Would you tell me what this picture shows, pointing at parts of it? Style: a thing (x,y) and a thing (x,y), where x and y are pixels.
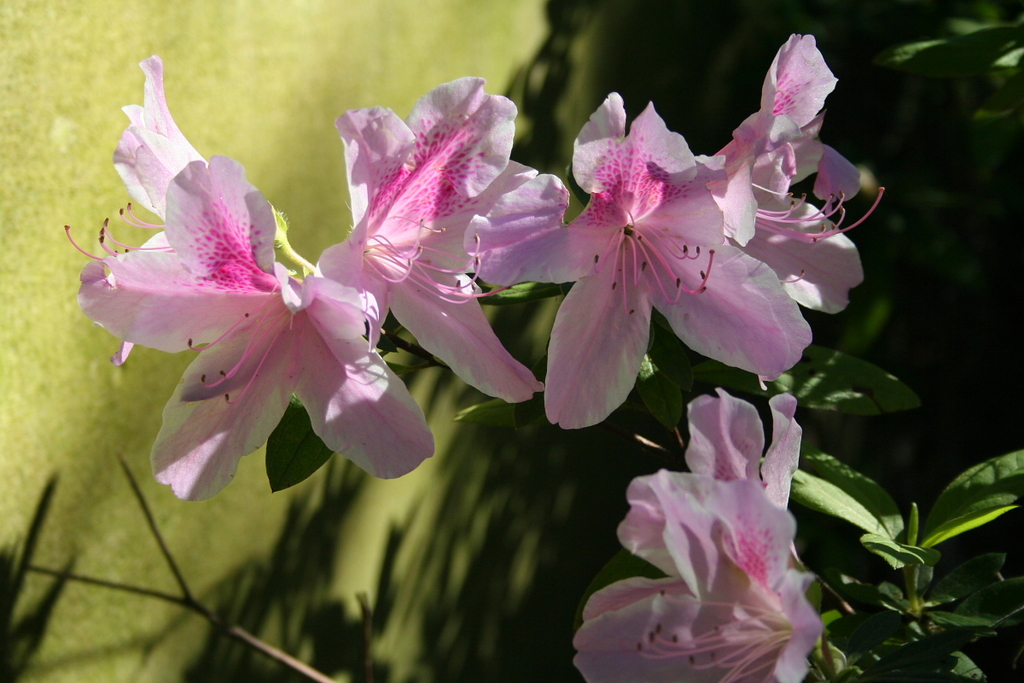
In the image there are beautiful pink flowers (608,262) to the plant (1011,586) and the background of the flowers (573,148) is blur.
